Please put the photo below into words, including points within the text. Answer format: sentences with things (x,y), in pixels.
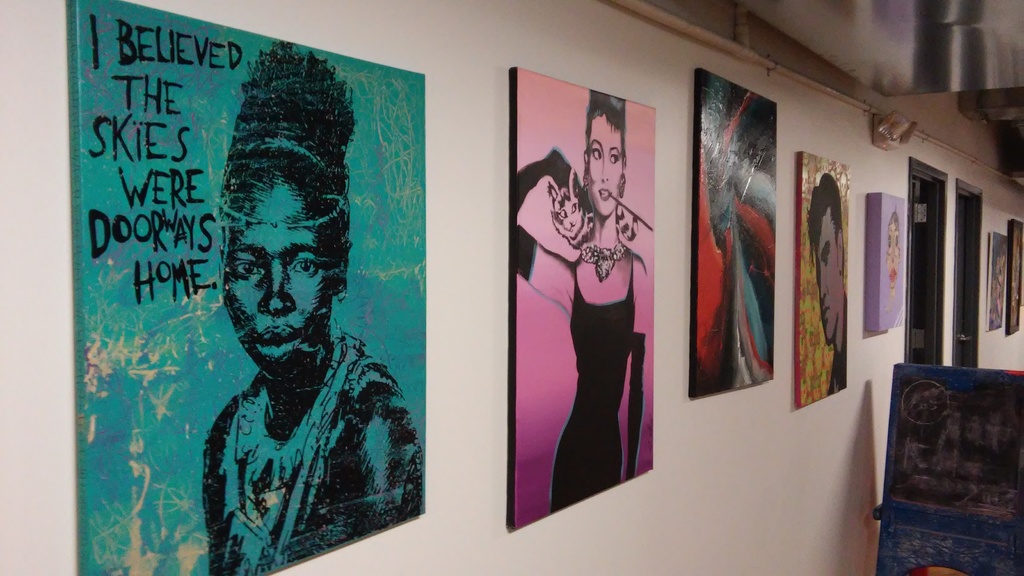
In this picture there are boards (82,497) on the wall (5,445). On the boards (142,188), there is text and there are paintings (330,289) of people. At the bottom right (904,527) there is an object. At the top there is a pipe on the wall (897,177).
